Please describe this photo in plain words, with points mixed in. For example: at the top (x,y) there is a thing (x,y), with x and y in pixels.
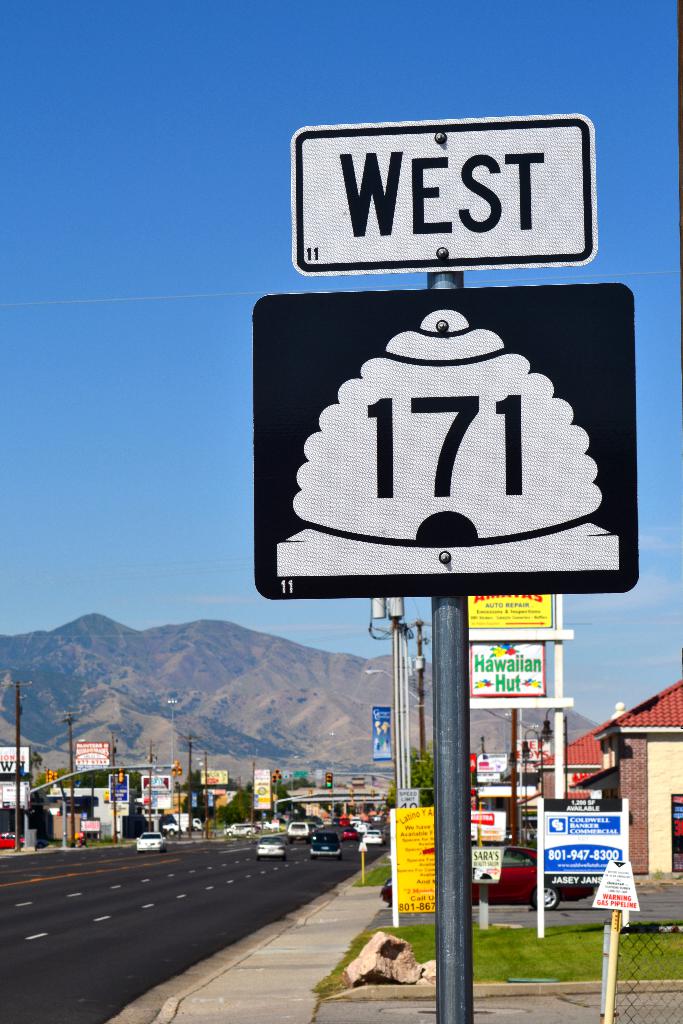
In this image there are boards (401,476) to the pole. In the background (638,863) there are houses (645,742) and also trees (393,799) and poles (514,784). There are some vehicles (329,850) on the road (216,905). There is a mountain (226,732). Hoardings (530,659) are also visible in this image. At the top (152,253) there is sky (142,323).
